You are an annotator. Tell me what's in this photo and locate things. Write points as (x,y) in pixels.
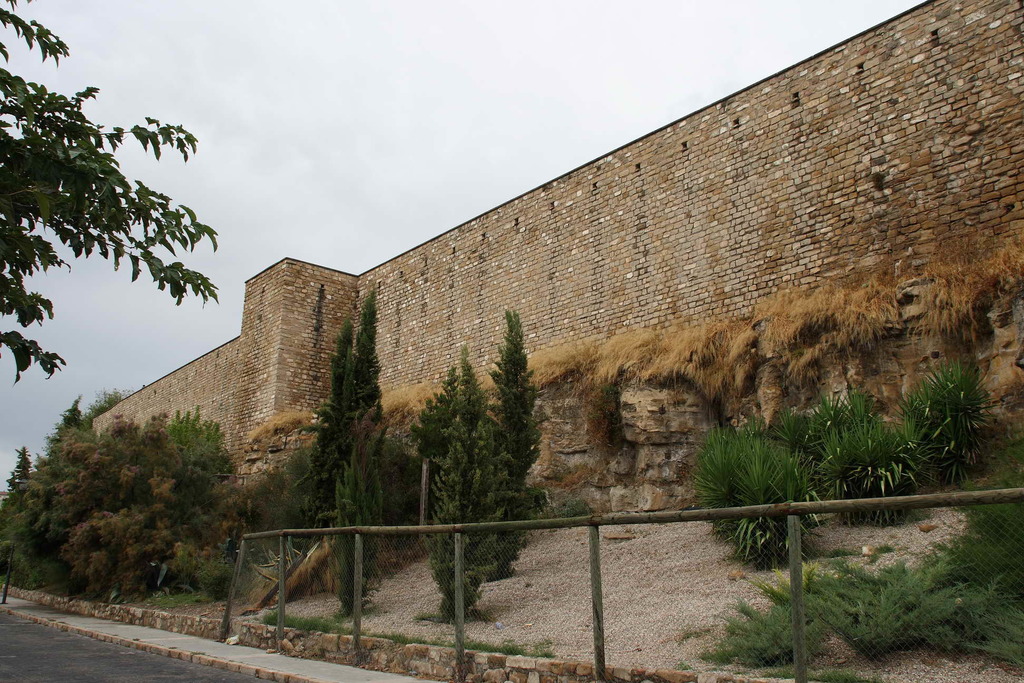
Top left side of the image (101,214) there is a tree (141,203). Behind the tree (105,173) there are some clouds (369,160) and sky (504,99). Bottom right side of the image (842,591) there is a fencing (584,591). Behind the fencing (584,591) there are some plants (1005,580) and trees (376,475). Behind the trees (263,512) there is a wall (997,152). Bottom left side of the image (100,655) there is a road (100,655).
